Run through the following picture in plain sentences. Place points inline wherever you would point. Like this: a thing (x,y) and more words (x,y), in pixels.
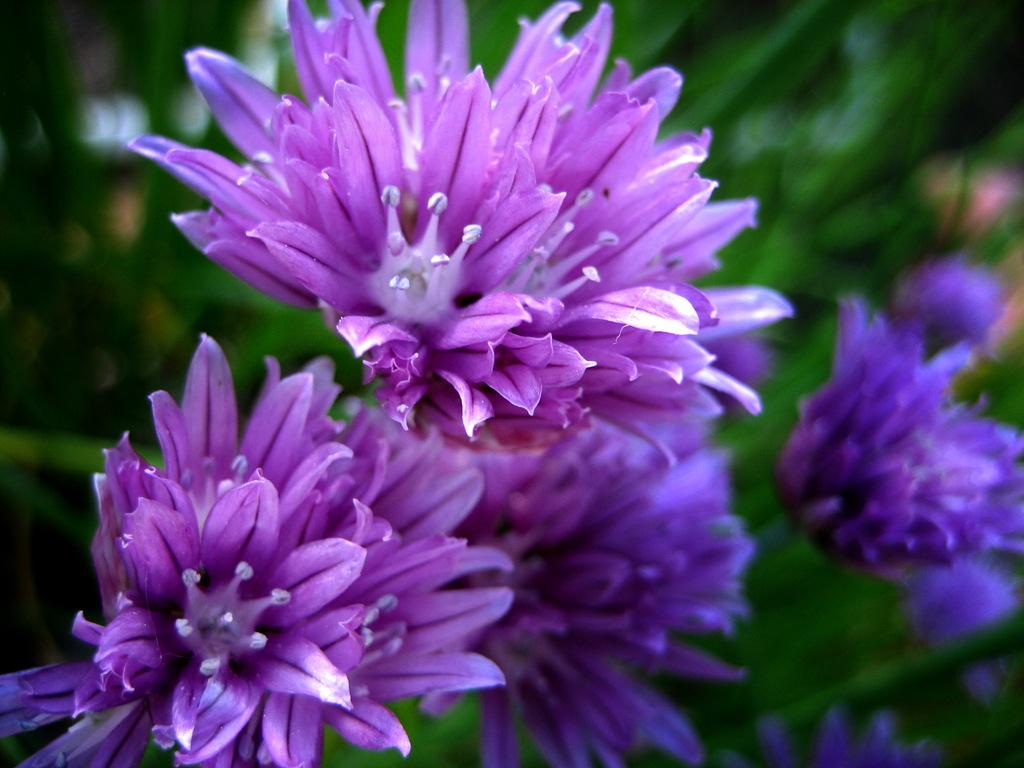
In this picture we can see flowers (573,486). And there is a blur background (888,165).
